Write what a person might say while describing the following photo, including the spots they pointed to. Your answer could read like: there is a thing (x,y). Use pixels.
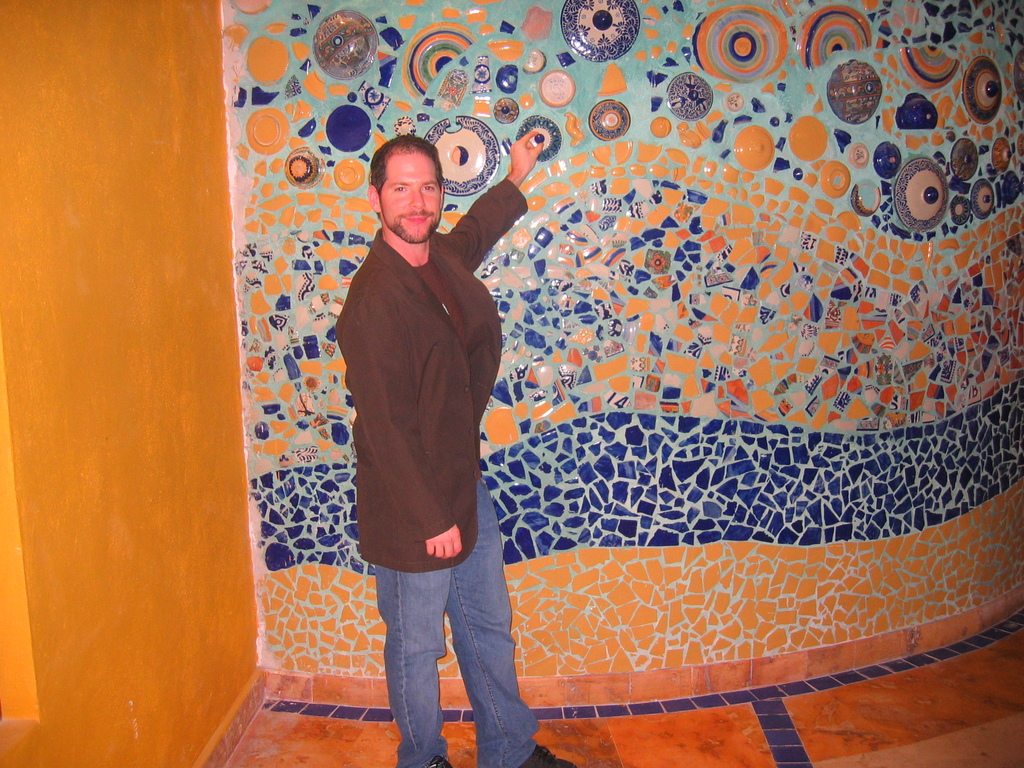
In the center of the image (362,408) we can see a man (445,315) is standing and wearing a coat (430,337) and holding an object (539,129). In the background of the image (337,433) we can see the wall (505,286). At the bottom of the image (797,703) we can see the floor (727,752).
